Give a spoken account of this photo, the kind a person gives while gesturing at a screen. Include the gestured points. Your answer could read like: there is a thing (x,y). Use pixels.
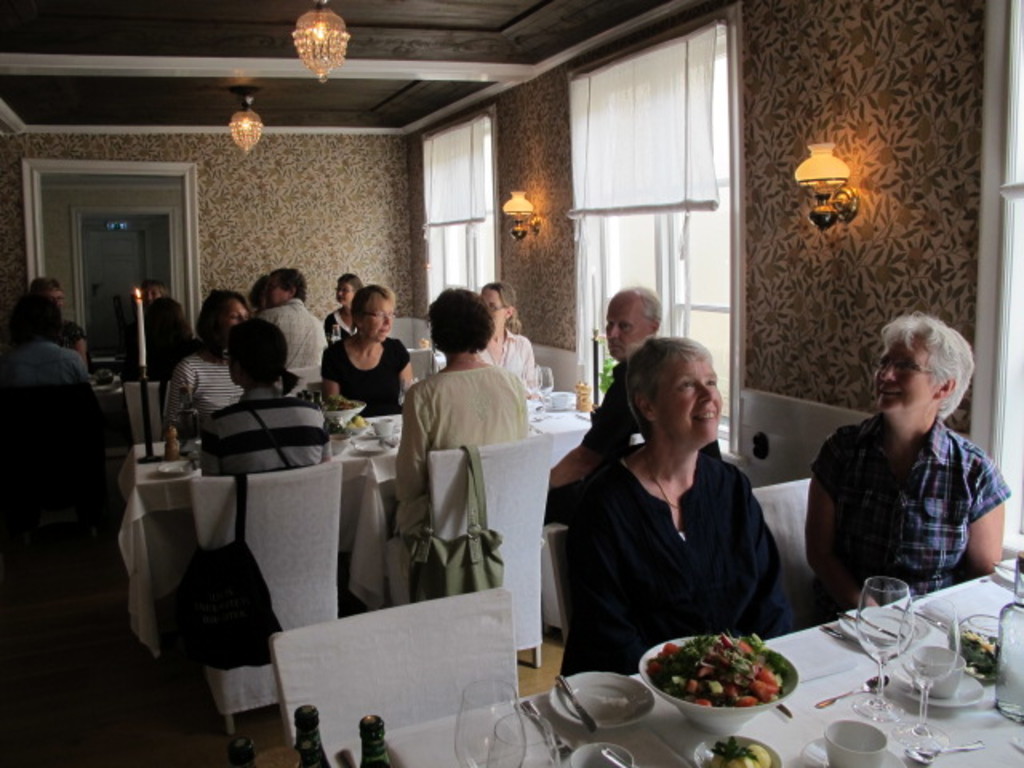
In this image we can see people (491,379) sitting on chairs (313,532) near table (446,720). We can see plates (616,710), bowl (705,711) with food (706,664), glasses (925,684), bottles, cups (951,691) and few things (919,752) on the table (889,726). In the background (647,227) we can see lights (512,226), wall (364,247), candle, glass windows (615,235) and blinds (650,170).
